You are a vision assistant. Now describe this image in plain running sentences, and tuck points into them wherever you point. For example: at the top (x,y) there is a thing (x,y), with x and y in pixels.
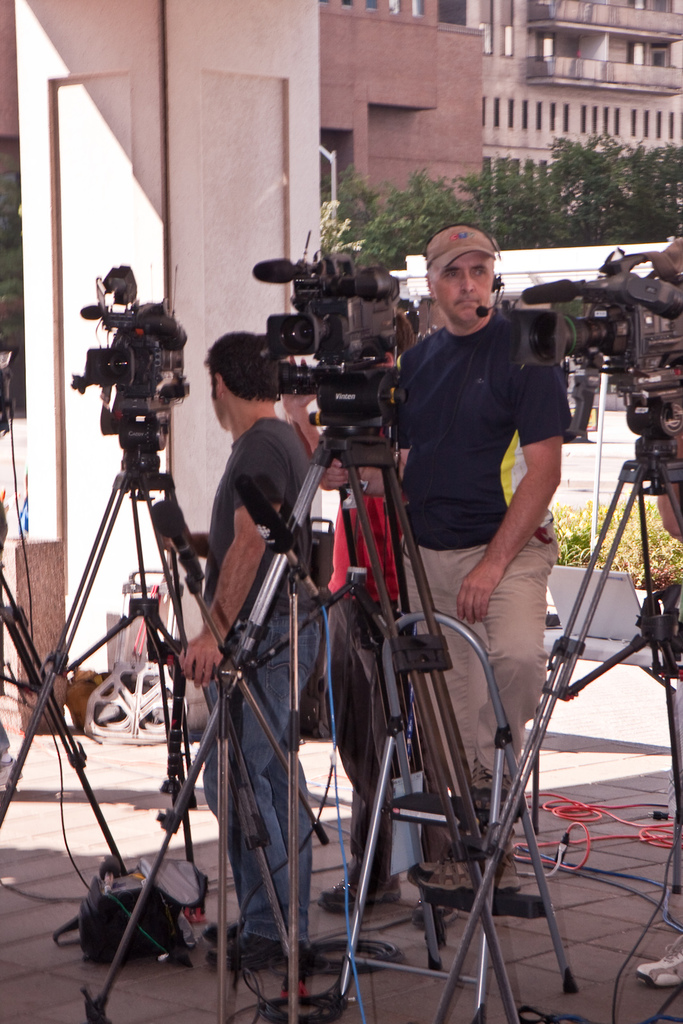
In the picture we can see some cameras (653,319) on the tripods (253,829) and near it, we can see three people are standing and holding it and in the background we can see the wall (33,475), trees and buildings (7,90).
